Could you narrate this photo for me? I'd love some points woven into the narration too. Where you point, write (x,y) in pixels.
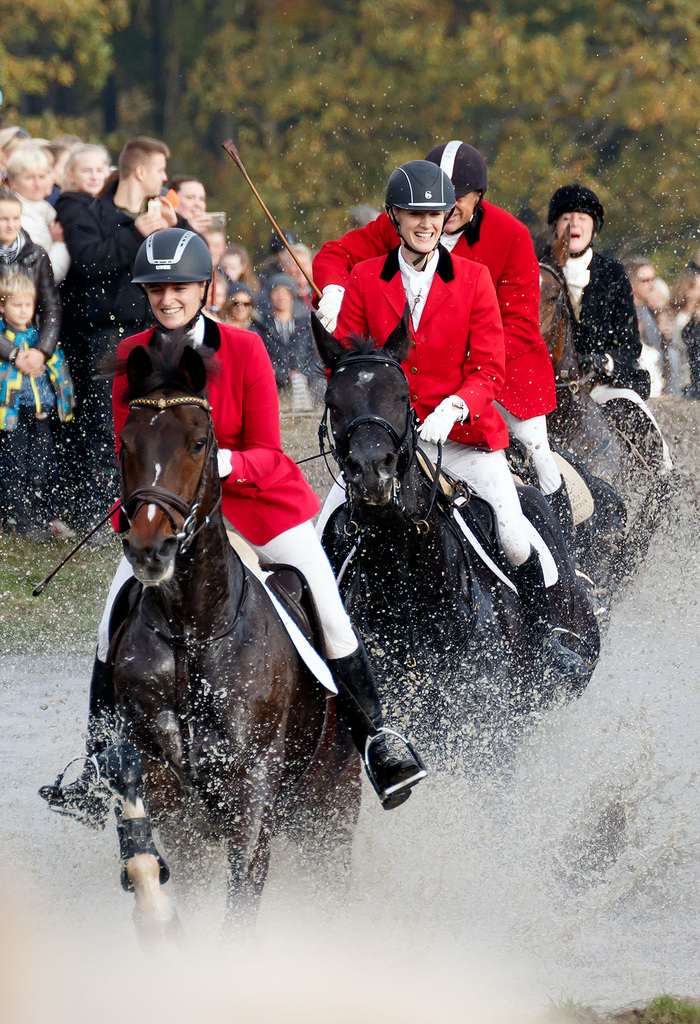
In this image, we can see horses (372,552). Few peoples (637,334) are riding. They wear a helmet (176,262) on his heads (572,218). The left side (47,279), we can see few peoples (52,288) are standing. The background (558,117), trees (330,93) are there. At the bottom (529,821), we can see water (489,939).
